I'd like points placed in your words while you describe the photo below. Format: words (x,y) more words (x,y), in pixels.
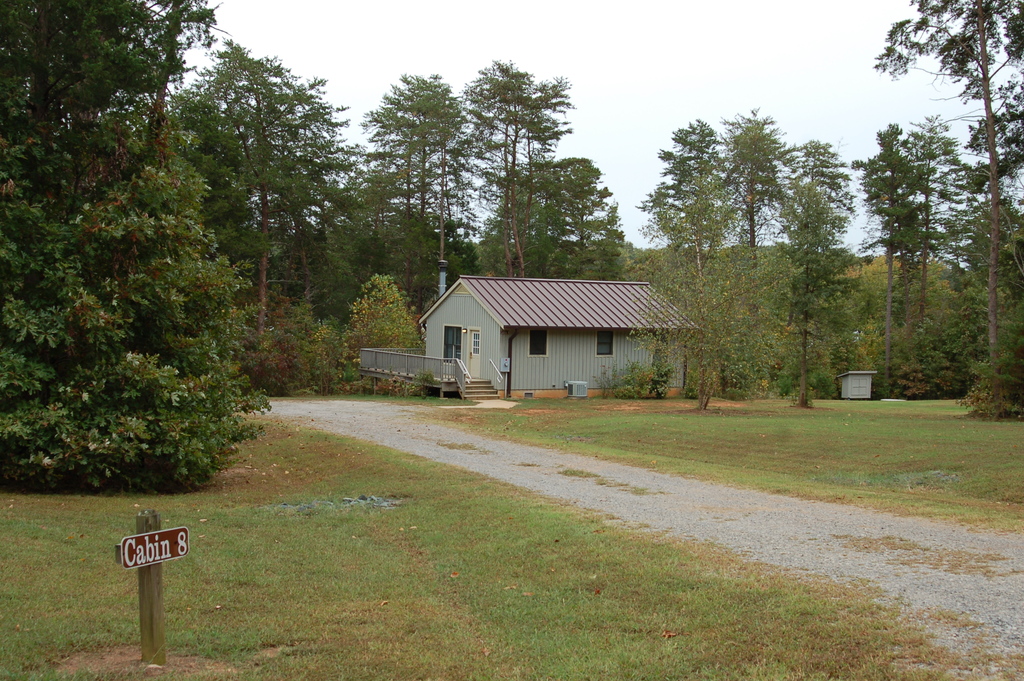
In this image there is a house (520,366) having staircase (487,381). There are plants (151,410) and trees (735,304) on the grassland (1000,430). Right side (720,500) there is a path (642,504). Left bottom there is a board (151,541) attached to the pole (156,630). There is some text (156,545) on the board (161,546). Top of the image (695,95) there is sky (668,89).
